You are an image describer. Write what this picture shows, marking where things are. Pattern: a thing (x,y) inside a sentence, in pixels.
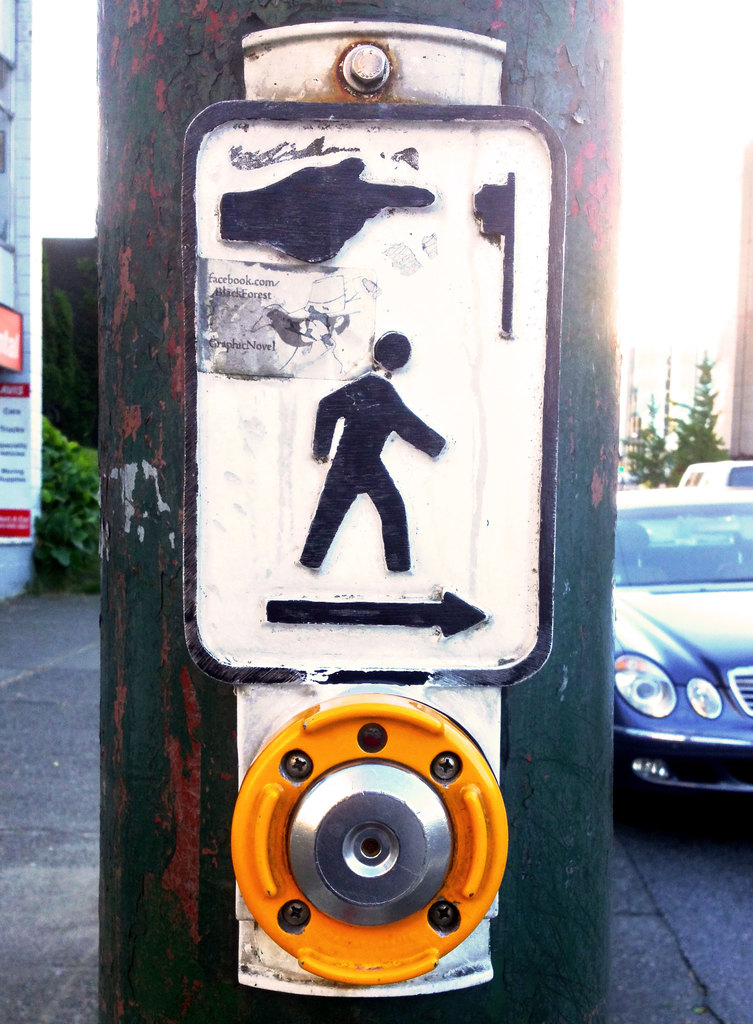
In the center of the image (322,396) there is a pole (583,980) and on the pole (362,621) there is a direction mark (428,614). In the background (83,435) we can see shrubs (73,450) and trees (709,448). There is also a car (672,679) on the road (679,940).
